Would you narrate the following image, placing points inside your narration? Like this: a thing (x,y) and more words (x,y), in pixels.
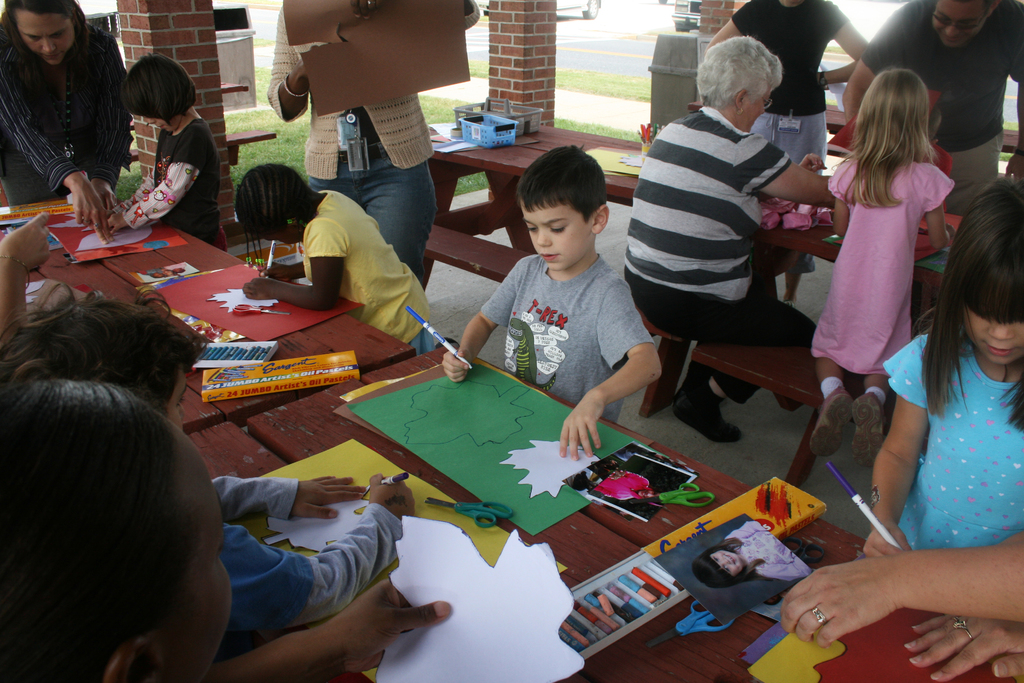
There are crayons (591,604), paper (487,451), box (282,387), scissors (708,627) are present on the table (636,633), here people (909,533) are sitting on the bench (709,364), here there is pen (875,518), here there is grass (623,91) and vehicles (696,8).
